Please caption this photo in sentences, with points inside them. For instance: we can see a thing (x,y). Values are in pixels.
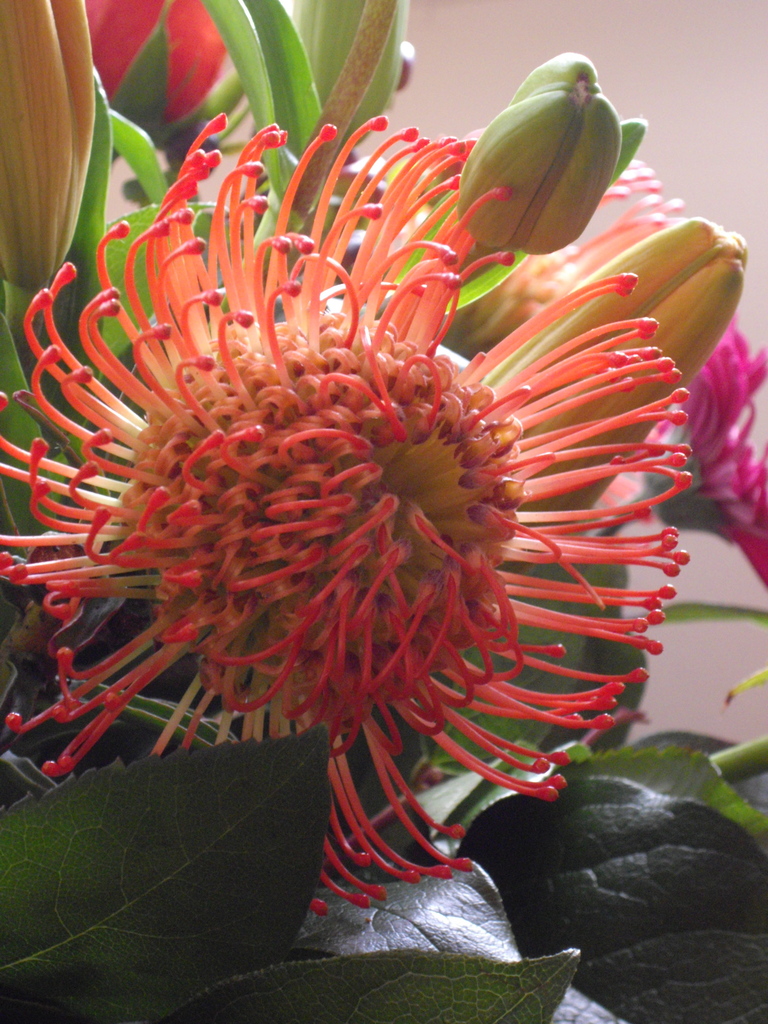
In the image we can see some flowers (179,105) and plants (571,863).
